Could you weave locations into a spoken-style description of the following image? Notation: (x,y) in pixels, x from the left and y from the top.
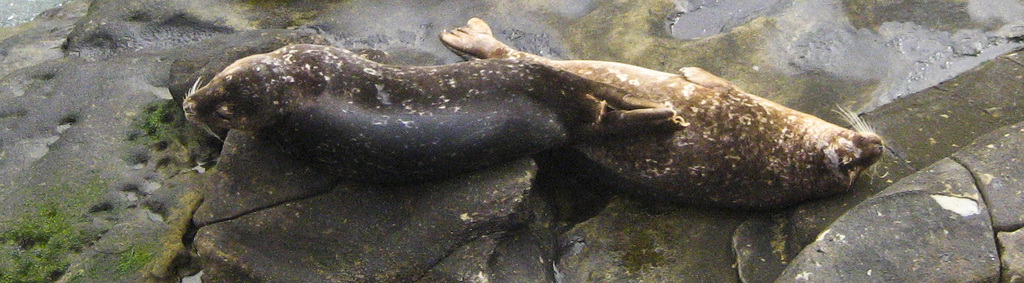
In this picture we can observe two seals (484,108) on the stones (312,209). One of them is in black color and the other is in brown and cream color.
